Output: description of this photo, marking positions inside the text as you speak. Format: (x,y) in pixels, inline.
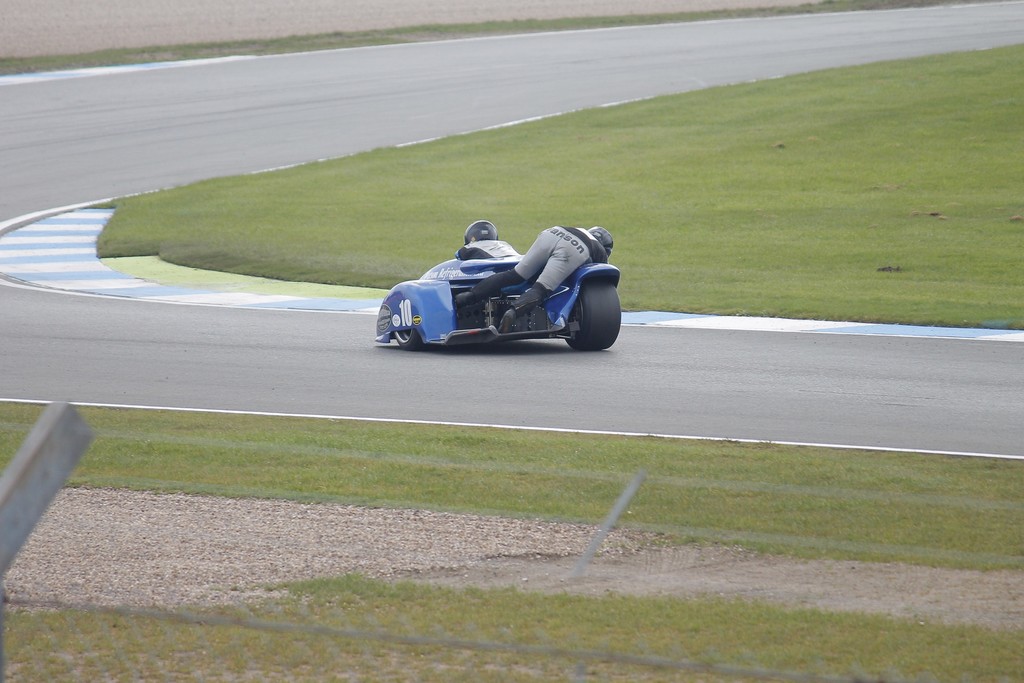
In this image there is a person (474,254) on the vehicle (464,340), which is on the road (772,21) and there is grass (746,202).
